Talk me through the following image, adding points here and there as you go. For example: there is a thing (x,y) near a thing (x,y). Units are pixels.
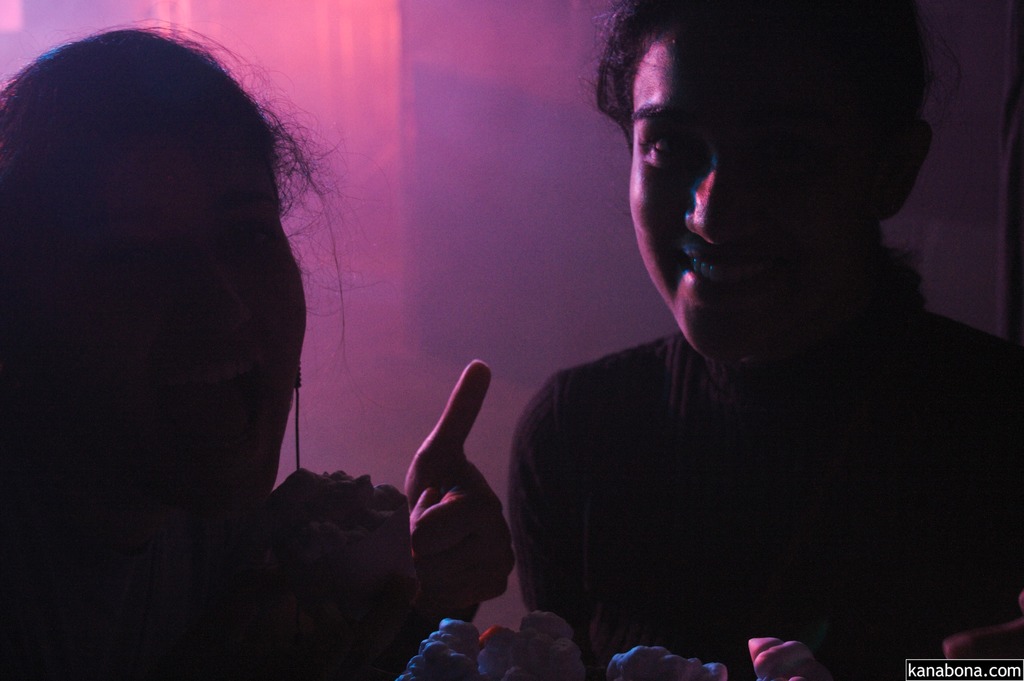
In the foreground of this picture (181,474) we can see the two people (726,364) seems to be smiling and we can see some objects (454,663). In the background (435,324) there is an object (473,68) which seems to be the wall (501,359). In the bottom right corner (971,661) we can see the watermark (969,664) on the image.
